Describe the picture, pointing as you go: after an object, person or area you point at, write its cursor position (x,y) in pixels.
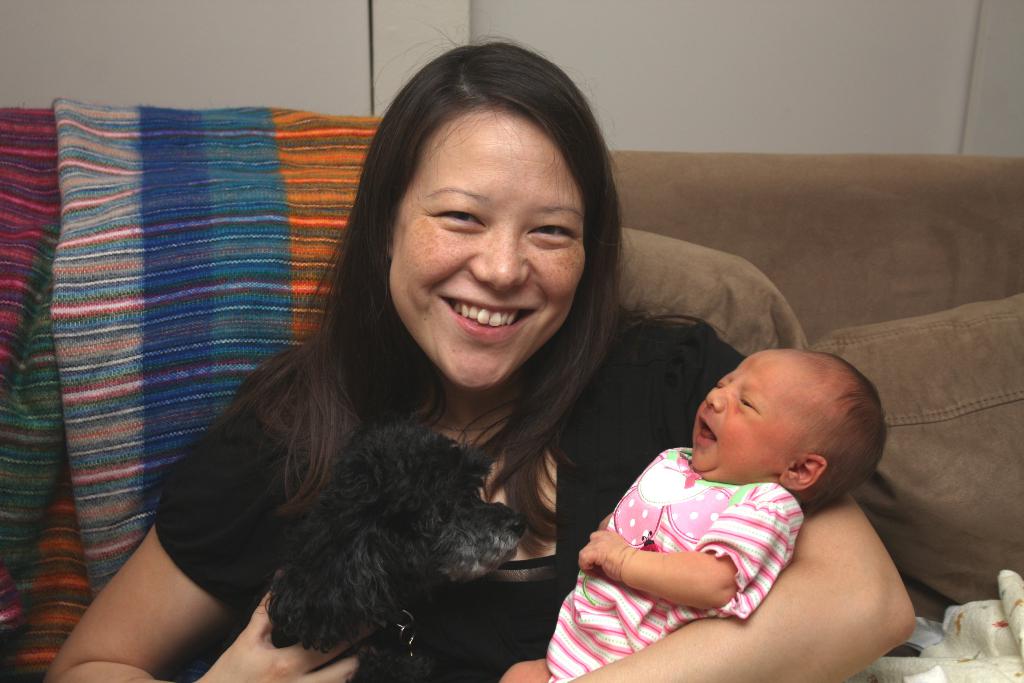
Here we can see a woman (431,131) is sitting, and holding a baby (648,515) in her hands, and at back (935,240) here is the sofa (847,237), and here is the wall (751,90).
